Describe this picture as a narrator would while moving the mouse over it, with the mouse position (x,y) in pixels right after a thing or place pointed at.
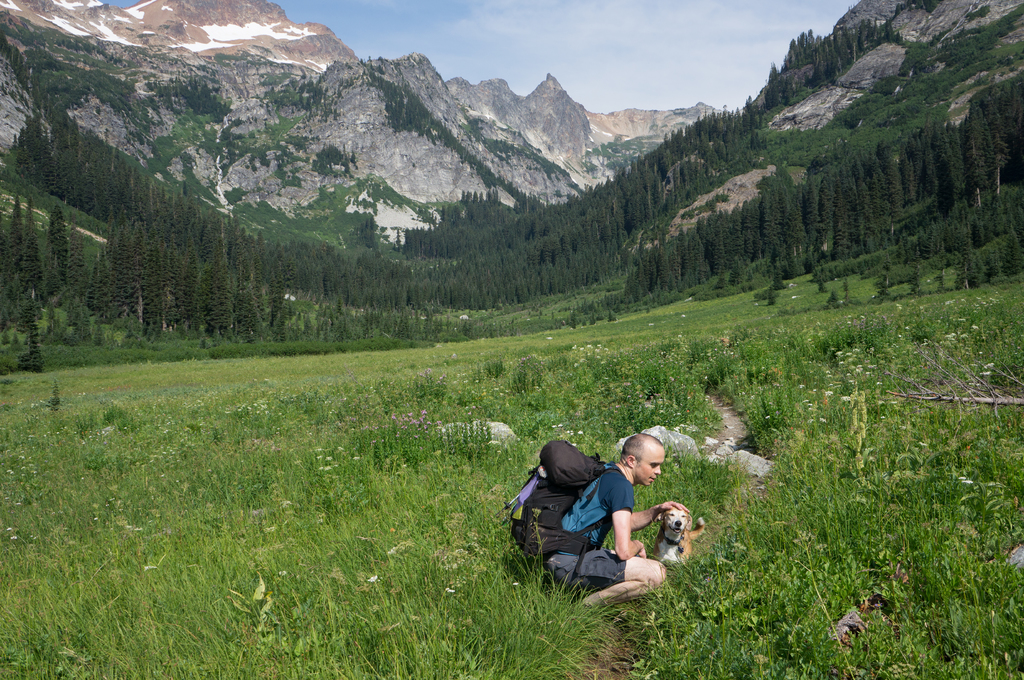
In this picture we can see a person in the ground (357,553). He is carrying his backpack (536,483). There is a dog (674,512). And this is the grass (174,428). On the background (200,126) we can see a mountain (338,140). These are the trees (756,207) and there is a sky (673,73).
